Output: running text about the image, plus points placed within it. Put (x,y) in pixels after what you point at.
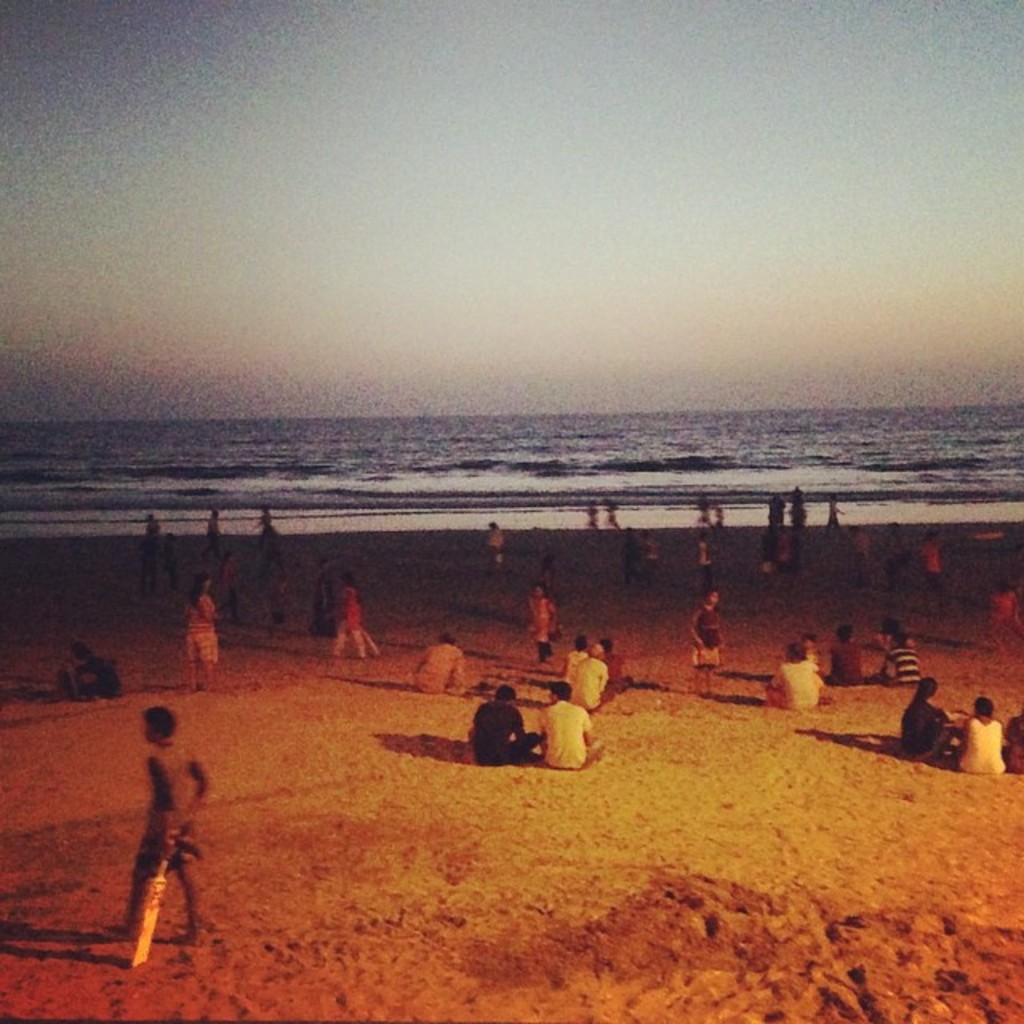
In the foreground of the image (162,827) we can see a person (172,864) holding bat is standing on the ground (199,985). In the center of the image (449,662) we can group of people (800,688) sitting on the ground (148,655) and some people (203,643) standing. In the background (908,437), we can see the water (594,438) and the sky (432,240).
